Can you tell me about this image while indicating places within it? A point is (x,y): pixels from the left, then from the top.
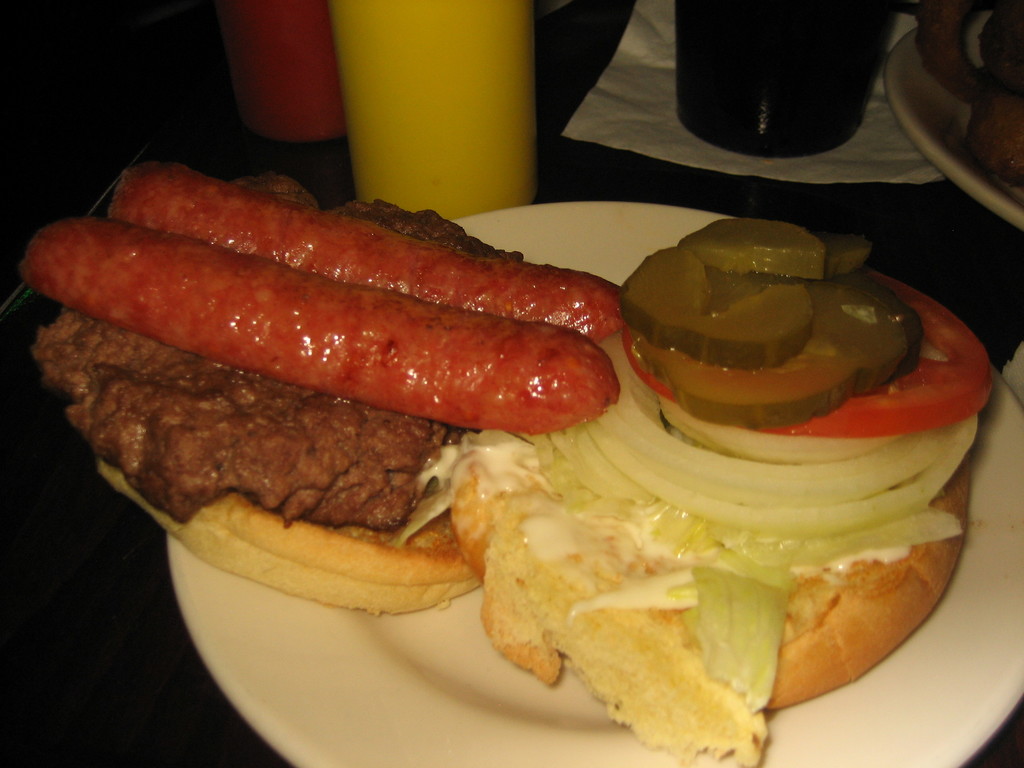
In this image there are plates (936,139) and bottles (453,40) on a surface (80,585). In the foreground (402,645) there is a plate (445,630). There is food (525,524) on the plate (421,640). There are hot dogs (428,355), tomatoes (903,409), pickles (741,352), lettuce (735,621), meat (329,473) and buns (641,621) in the food (727,633). At the top (676,138) there is a tissue (699,152) below the bottle (780,127).
